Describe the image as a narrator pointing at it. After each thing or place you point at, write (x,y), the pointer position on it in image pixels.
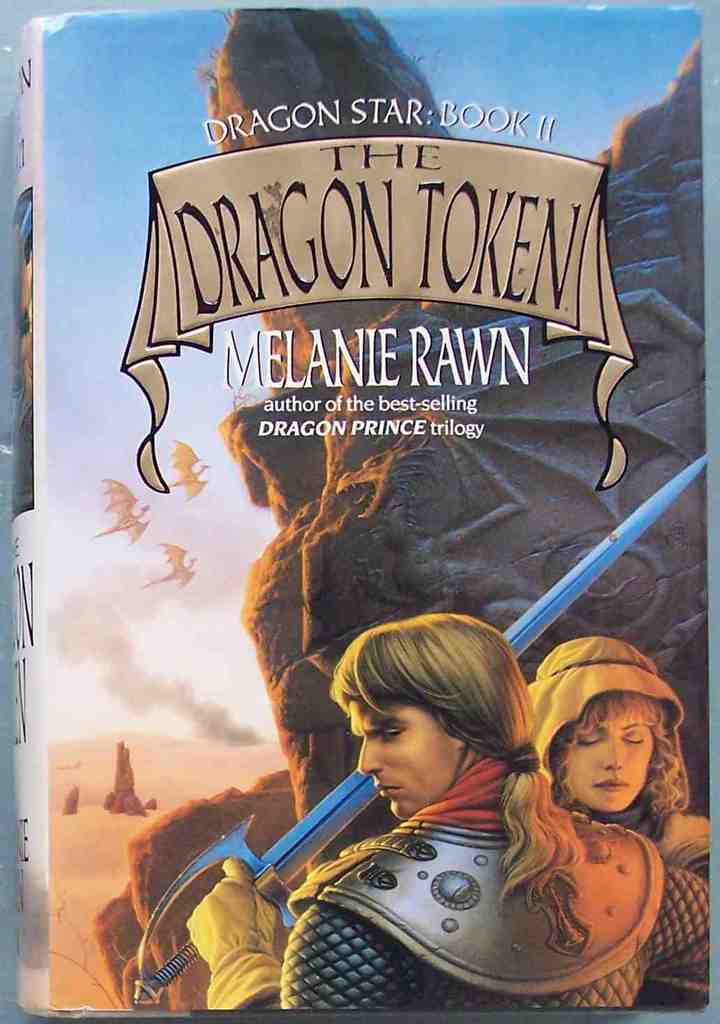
In this picture I can observe a cover page (471,215) of a book (530,440) and there is some text (401,173) in the cover page (435,580). At the bottom of the picture (605,747) I can observe a woman (619,794) and a man (497,781) holding a sword (370,781).
